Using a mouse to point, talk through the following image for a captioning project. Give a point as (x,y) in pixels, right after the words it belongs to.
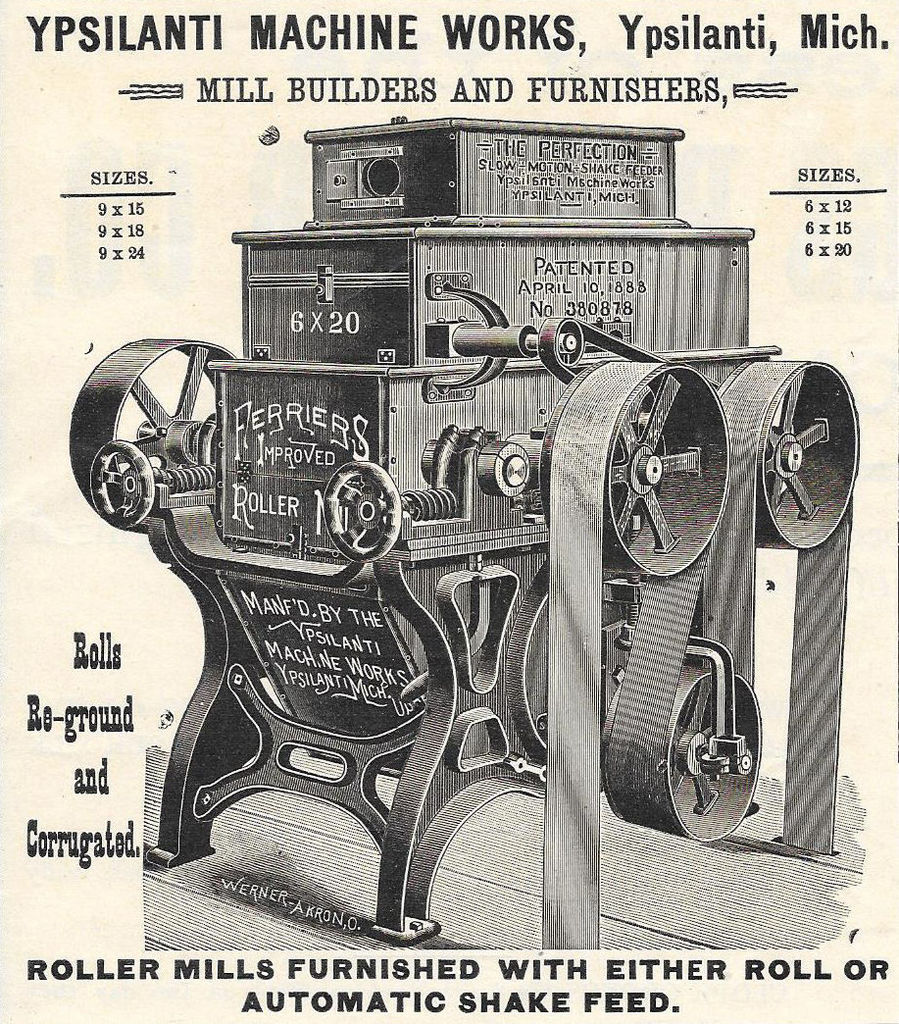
This image is a painting. In this image we can see engine (674,541). At the bottom (829,973) and top we can see text (416,91).
